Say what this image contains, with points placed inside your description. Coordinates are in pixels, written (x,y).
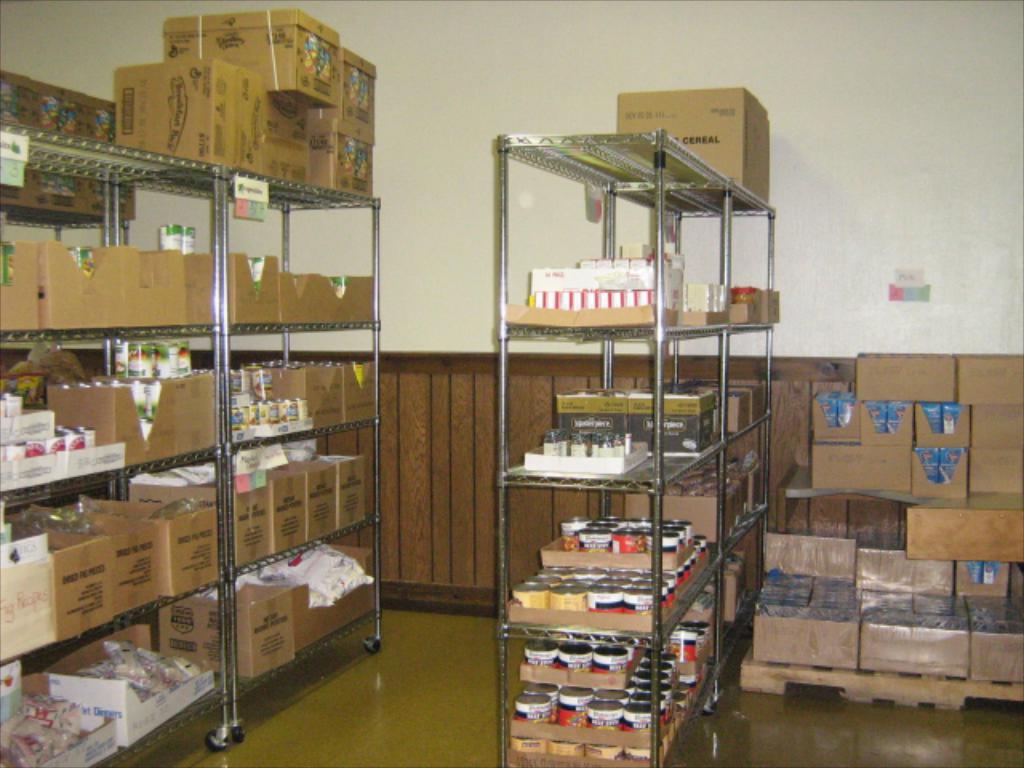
In this picture we can see boxes (272,140), jars (616,665), packets (312,576) on racks (559,341) and these racks (603,641) are on the floor (345,727) and in the background (470,333) we can see the wall (462,294) and some objects (840,405).
